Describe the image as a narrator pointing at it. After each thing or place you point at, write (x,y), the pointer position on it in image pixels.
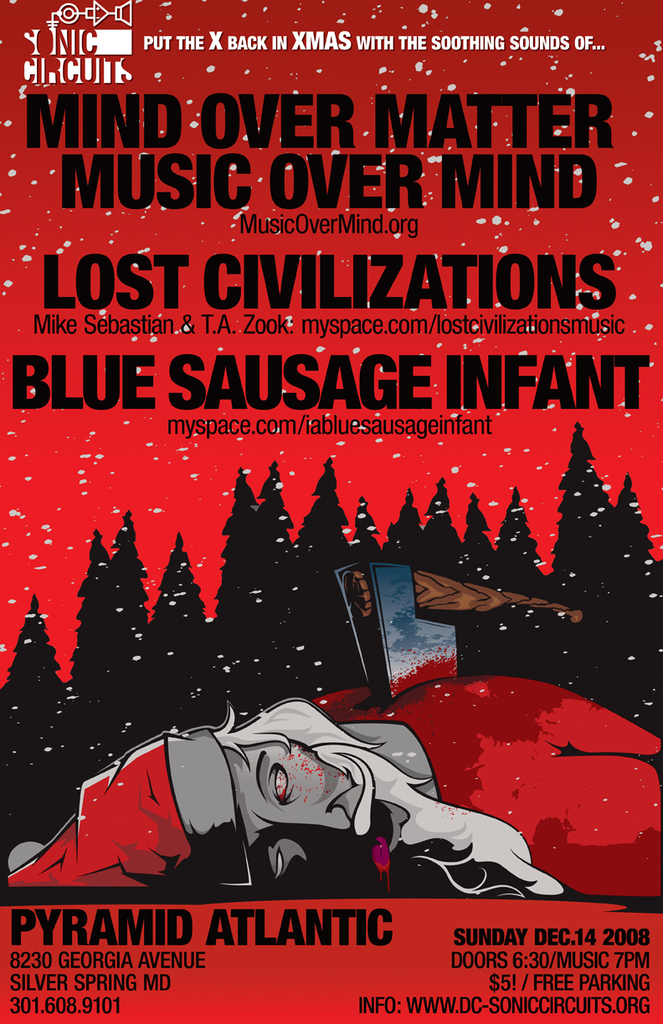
In the picture I can see one poster (101,340), on it we can see images (326,775) and some text (420,396), the poster (362,368) is in red in color.
